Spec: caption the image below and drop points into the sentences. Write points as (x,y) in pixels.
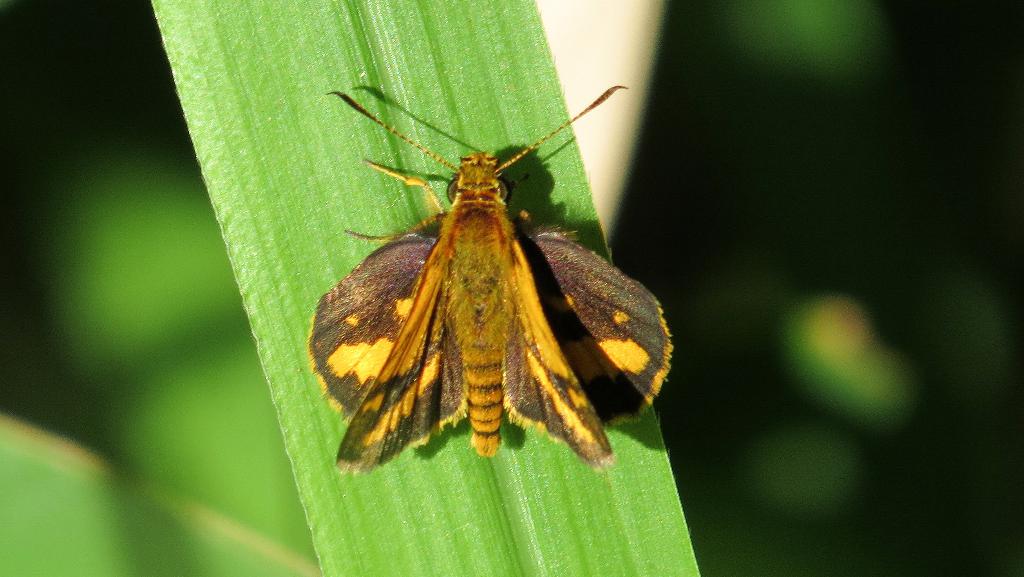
In the image there is a moth (440,329) standing on a leaf (240,124), in the background (809,226) it seems to be a plant (164,371).
